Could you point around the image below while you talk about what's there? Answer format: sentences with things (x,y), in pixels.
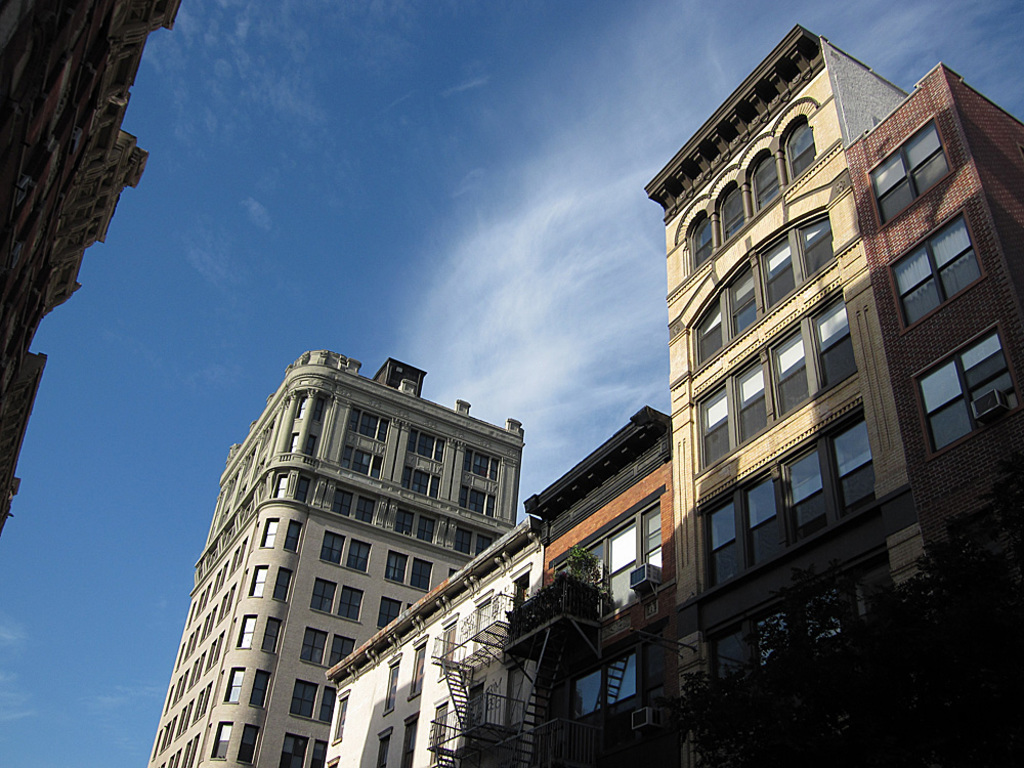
Here we can see buildings (808,440), plants (581,558) and trees (829,678). To these buildings (381,521) there are glass windows (353,595). Background (514,287) there is a sky (427,241). These are clouds (518,252).
